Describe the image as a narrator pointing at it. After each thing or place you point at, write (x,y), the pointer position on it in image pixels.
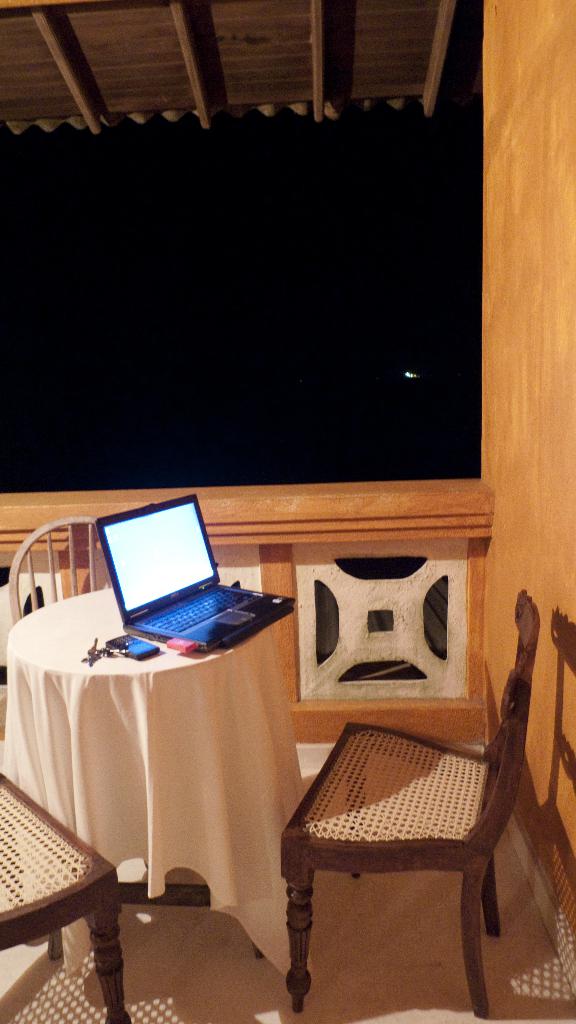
a laptop (181,628) is present on the table (97,736). there are 3 chairs (32,844) around the table (282,750).
